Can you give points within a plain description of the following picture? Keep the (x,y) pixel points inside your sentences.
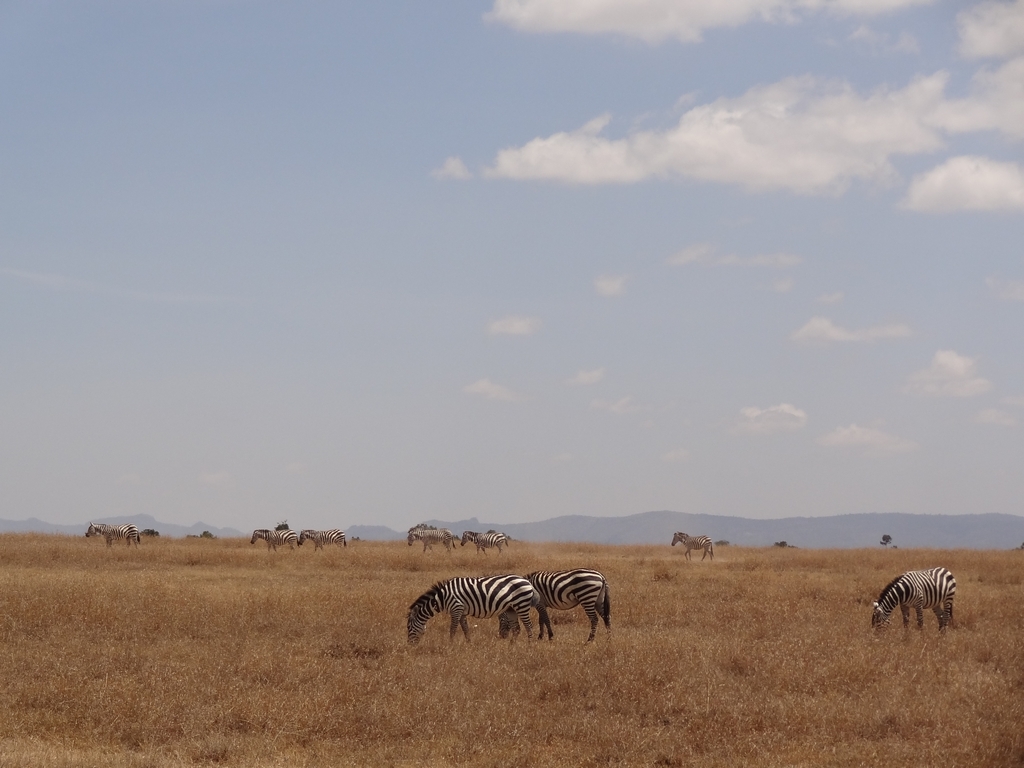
In this image I can see few zebras (580,590) in white and black color. I can see the dry grass (286,682) and mountains (966,519). The sky (598,328) is in blue and white color.
